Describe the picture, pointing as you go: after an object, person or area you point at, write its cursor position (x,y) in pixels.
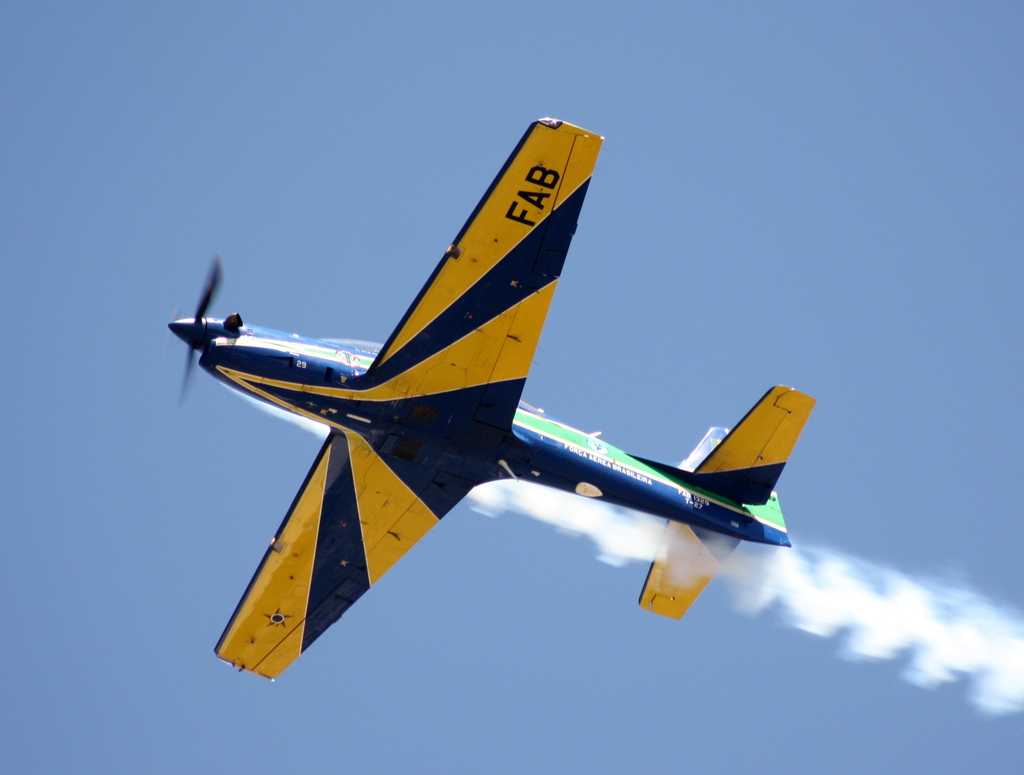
In this picture I can see an aircraft (378,424) flying in the sky (86,426).
